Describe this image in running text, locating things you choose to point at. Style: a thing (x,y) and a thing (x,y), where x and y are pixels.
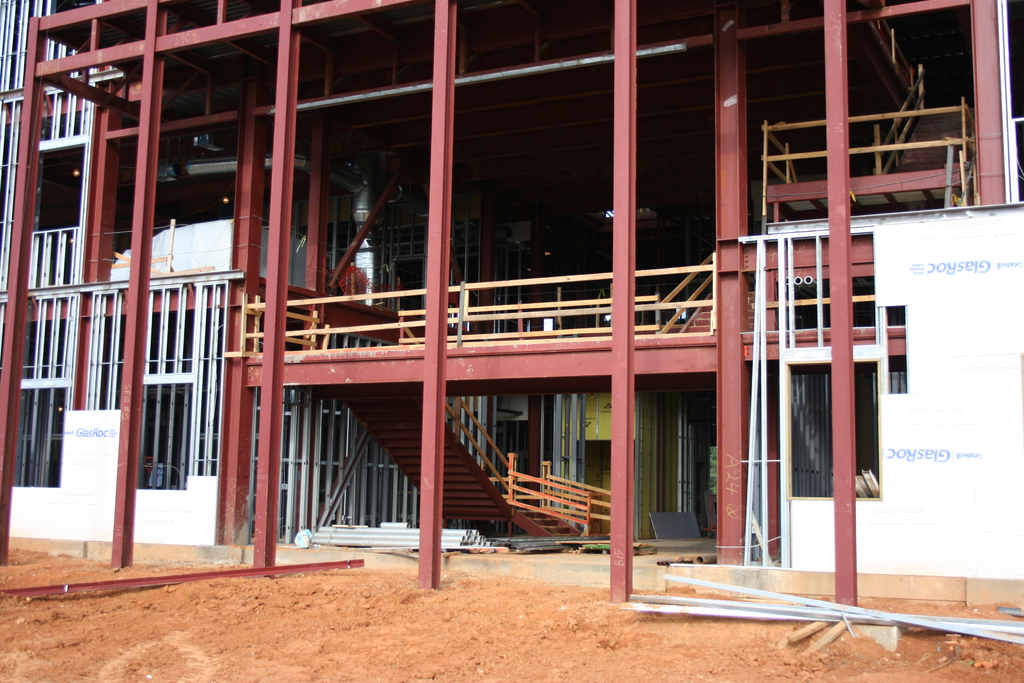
In the picture we can see a house (663,447) which is constructed with iron poles (840,540), steps (401,447) and railings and near to the house (863,514) we can see a muddy path (429,682).
